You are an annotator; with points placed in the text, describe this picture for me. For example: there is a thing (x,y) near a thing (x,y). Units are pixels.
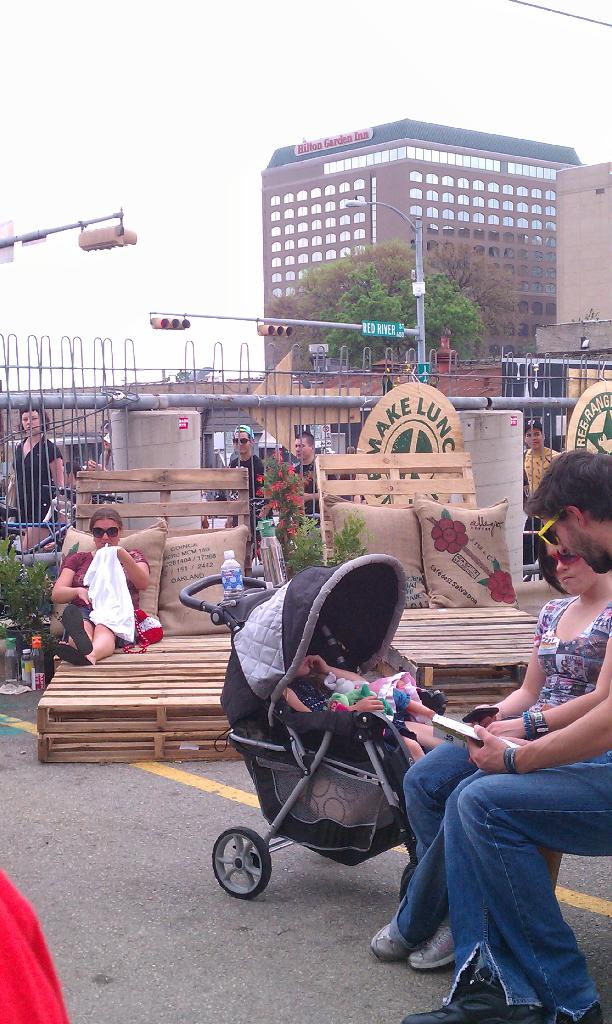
This is the picture of a city (266,397). In this image there are three persons (600,802) sitting and there is a baby (413,749) in the baby trolley (288,723). At the back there are group of people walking behind the railing (96,401) and there are buildings (569,264) and trees (438,275) and poles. In the foreground (510,576) there are benches (61,735) and pillows (186,624). At the top (234,135) there is sky (258,125).
